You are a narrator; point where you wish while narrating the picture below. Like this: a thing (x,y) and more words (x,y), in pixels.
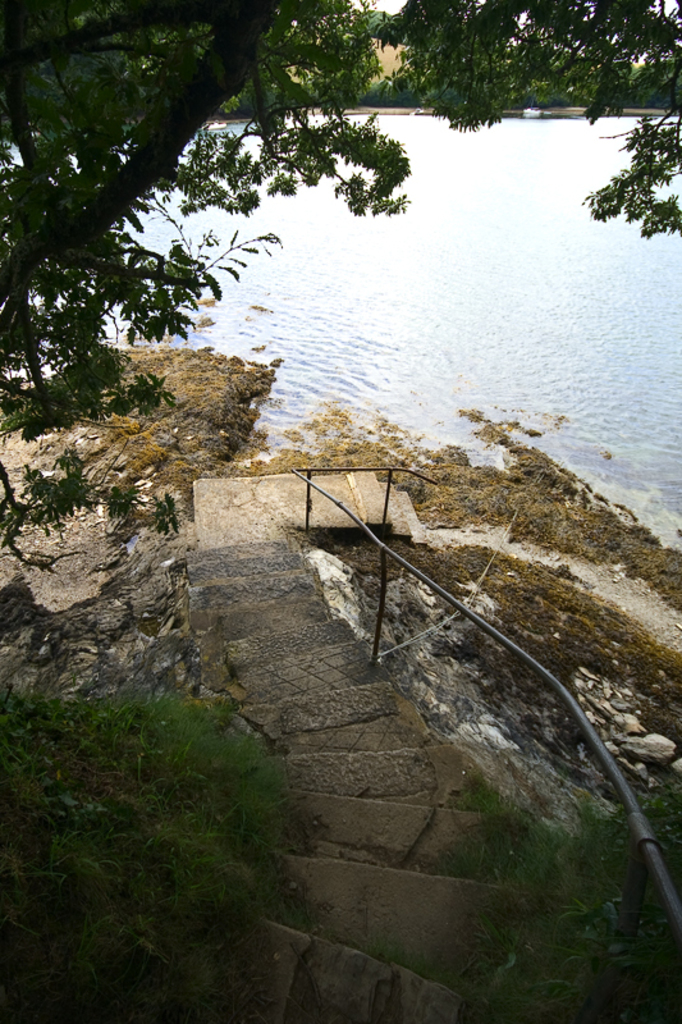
In this picture we can see few trees (262,172), metal rods (385,583) and water (535,267).
